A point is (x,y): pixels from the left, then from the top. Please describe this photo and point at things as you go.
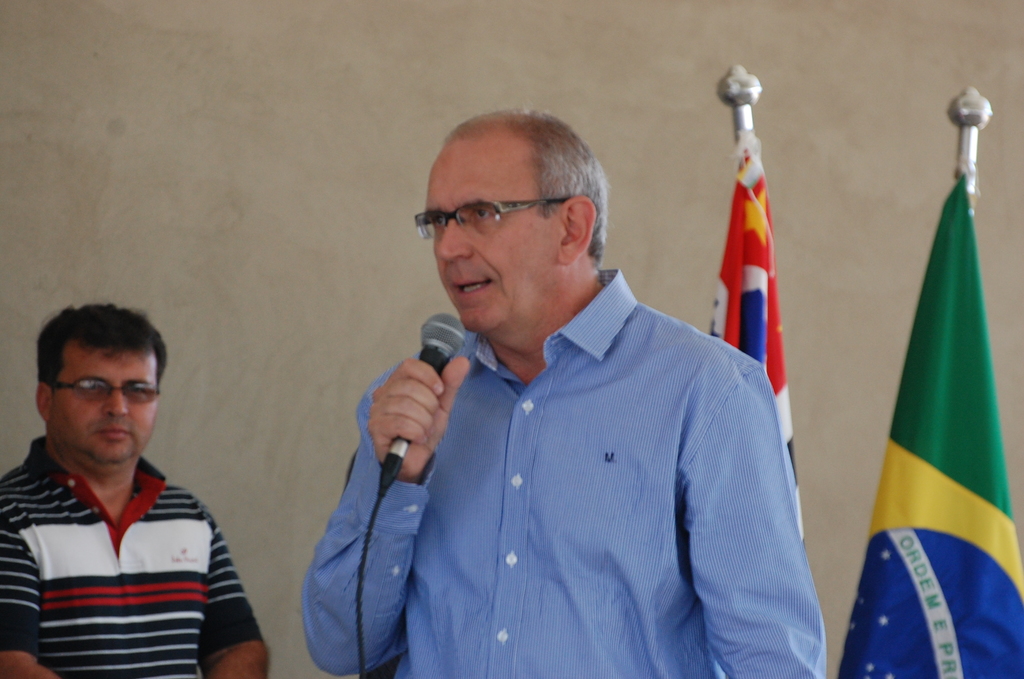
In this picture there is a man (472,216) in the center of the image (521,351), by holding a mic (440,346) in his hand (445,402) and there are flags (918,414) behind him and there is another man (135,428) on the left side of the image (68,393).
